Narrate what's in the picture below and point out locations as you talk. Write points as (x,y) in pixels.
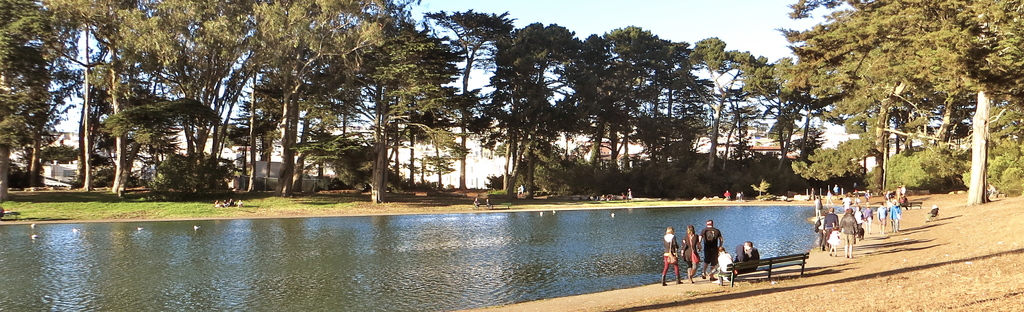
In this picture I can observe a lake (323,287). On the right side (751,262) there is a bench (763,267) and I can observe some people (835,235) walking on the land (879,246). In the background (433,56) there are trees (322,94) and sky (584,27).
